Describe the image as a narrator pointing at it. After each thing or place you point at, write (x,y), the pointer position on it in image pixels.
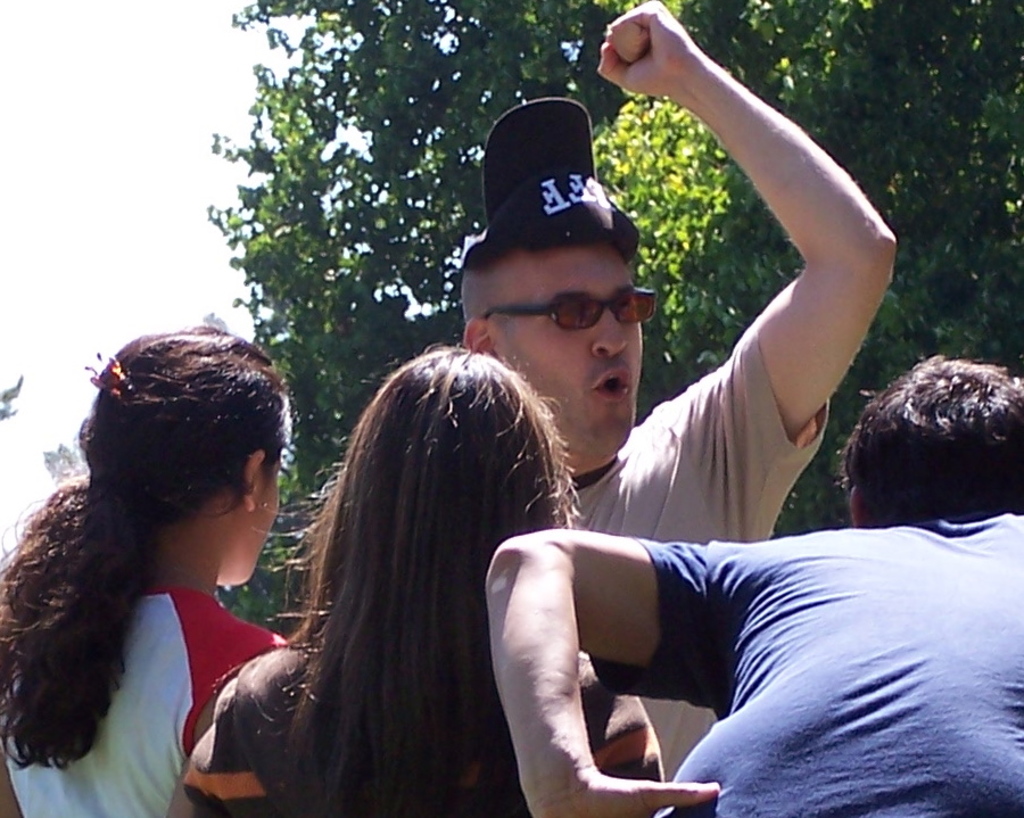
In the center of the image (414,524) there are group of persons (357,585) standing. In the background (230,292) there is a tree (323,163) and sky (118,113).
